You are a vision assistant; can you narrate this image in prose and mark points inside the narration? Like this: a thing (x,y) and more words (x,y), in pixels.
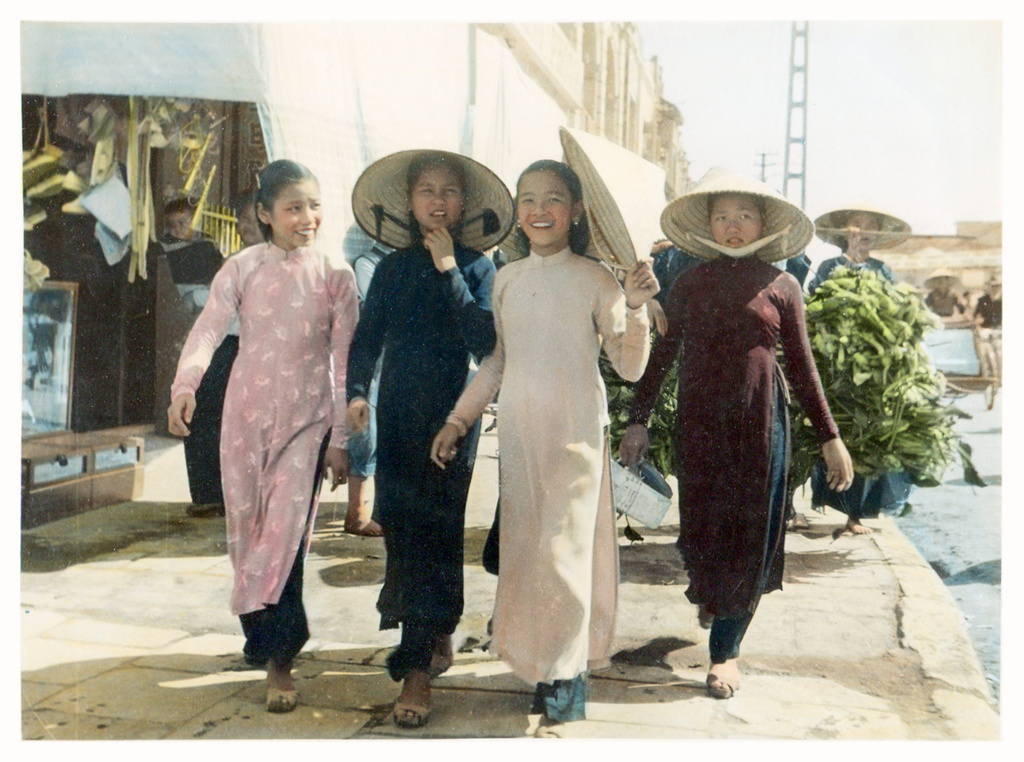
In this image I can see group of people (573,442) walking. In front (537,560) the person (538,516) is wearing cream and green color dress (552,711). In the background (135,294) I can see few buildings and I can also see the stall (137,308) and the sky (845,100) is in white color.
